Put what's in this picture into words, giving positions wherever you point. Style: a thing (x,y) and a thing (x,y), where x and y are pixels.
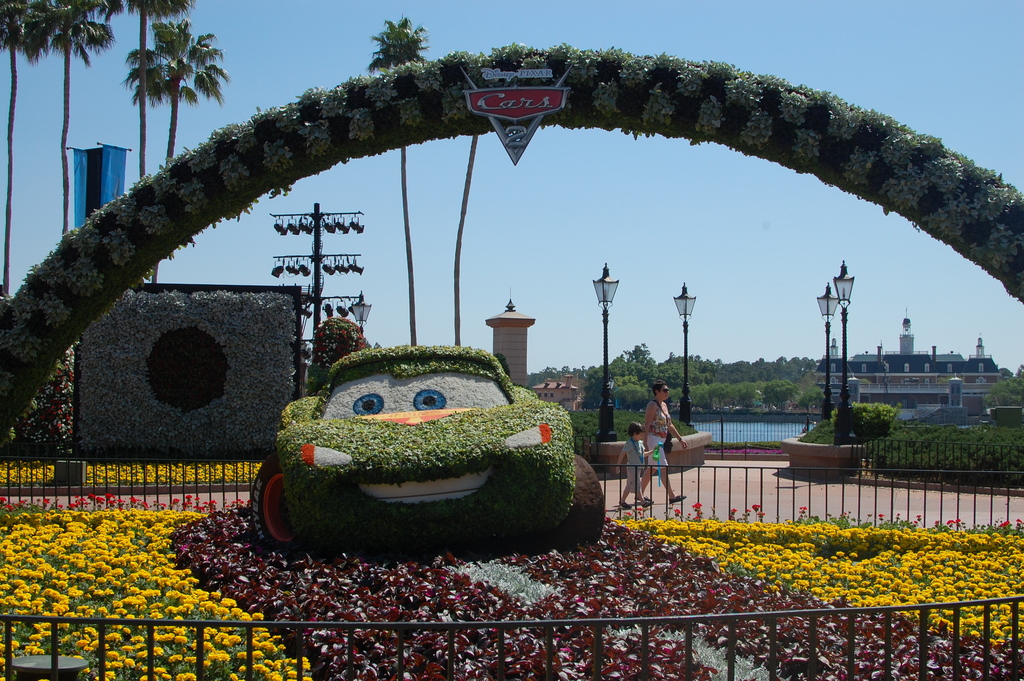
There is a fence (104,639). There are floral plants (343,636) and a arch (56,281). There is a grass car (417,502). 2 people (648,455) are walking at the back (639,436). There are lights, poles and trees (184,24). There is water (764,426) at the back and there are buildings (926,380) behind it.
